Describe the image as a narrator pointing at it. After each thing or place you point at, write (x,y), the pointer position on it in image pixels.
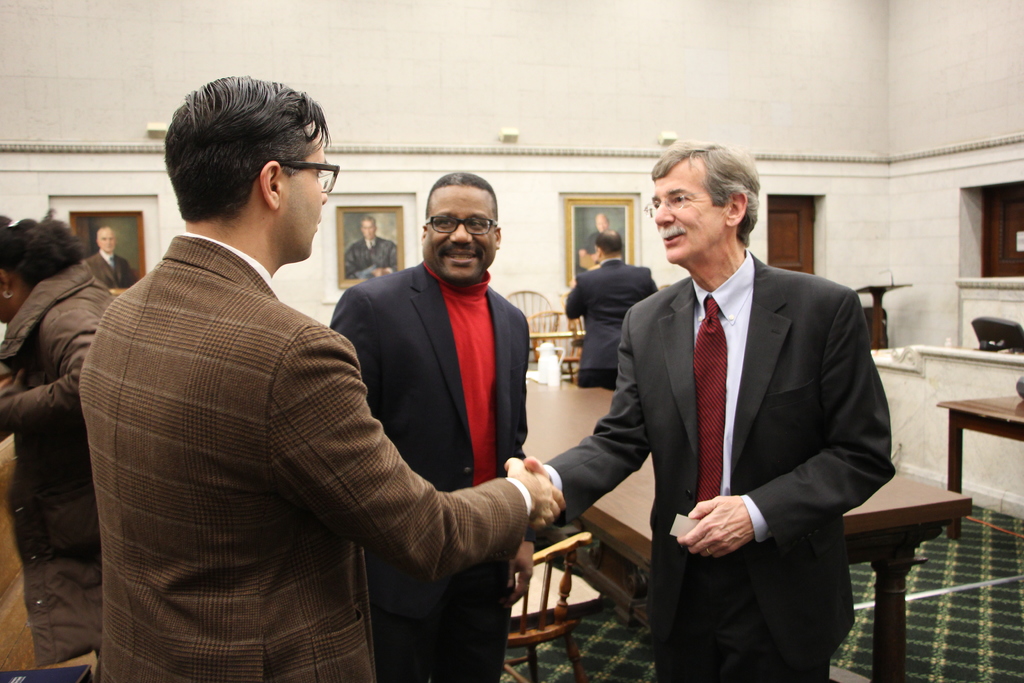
This image consists of few persons (461,423). In the front (396,456), we can see three persons (508,479) wearing suits (257,526). In the background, there are tables (616,524) and frames (577,239) on the wall (924,246). At the bottom (1005,666), there is a floor mat (940,661) on the floor (940,644).
